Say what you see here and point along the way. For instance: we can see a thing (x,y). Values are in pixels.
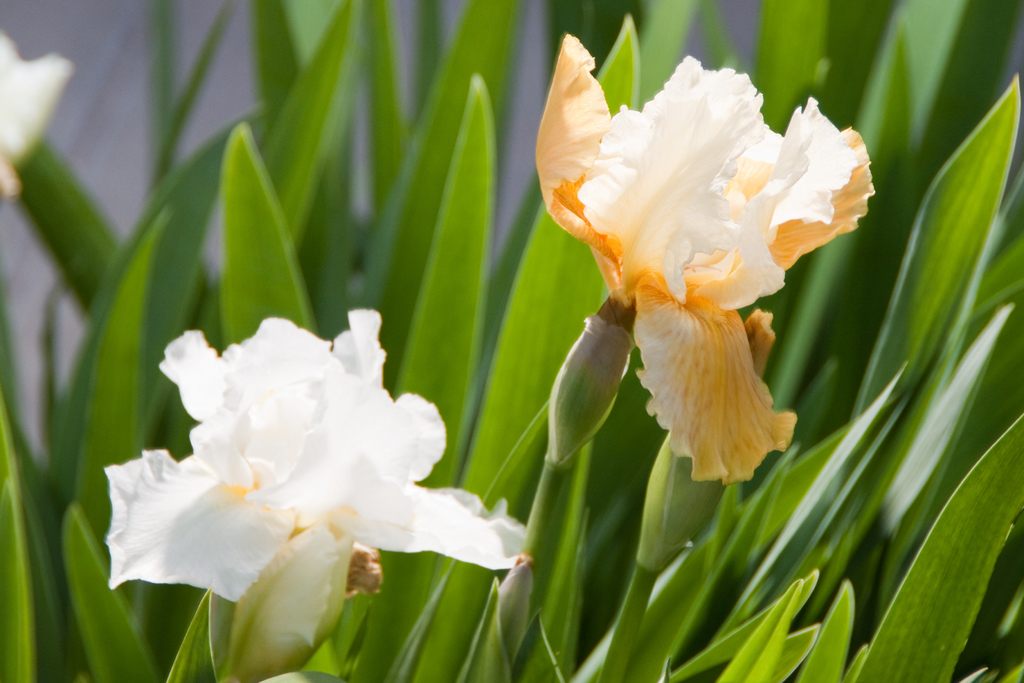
There are plants (443,483). Some of them are having flowers (279,365). In the background (250,122), there are leaves (962,83) of the plants (986,213). And the background (116,21) is green in color.
